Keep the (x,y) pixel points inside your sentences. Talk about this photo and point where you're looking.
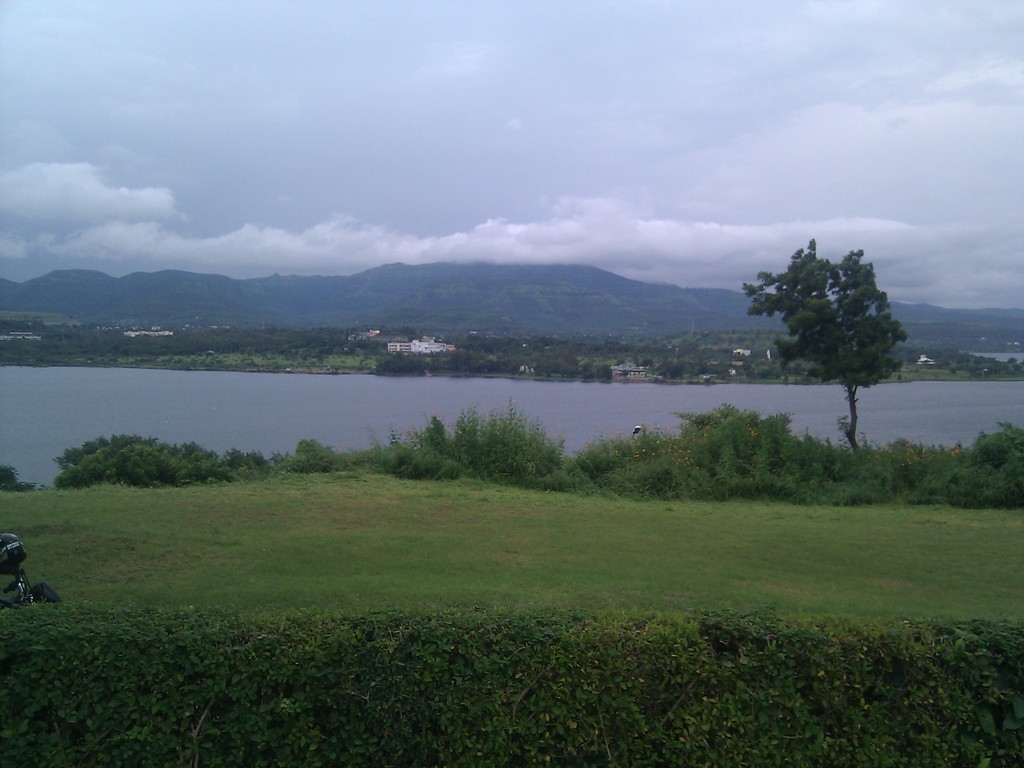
In this picture I can see the bushes (828,693) at the bottom (590,669), in the middle (558,424) there is water (647,421), in the background (585,363) there are trees (568,352) and hills (571,322). At the top (583,143) I can see the sky (608,152), on the left side (6,540) it looks like a helmet (18,545) on the vehicle (13,575).
